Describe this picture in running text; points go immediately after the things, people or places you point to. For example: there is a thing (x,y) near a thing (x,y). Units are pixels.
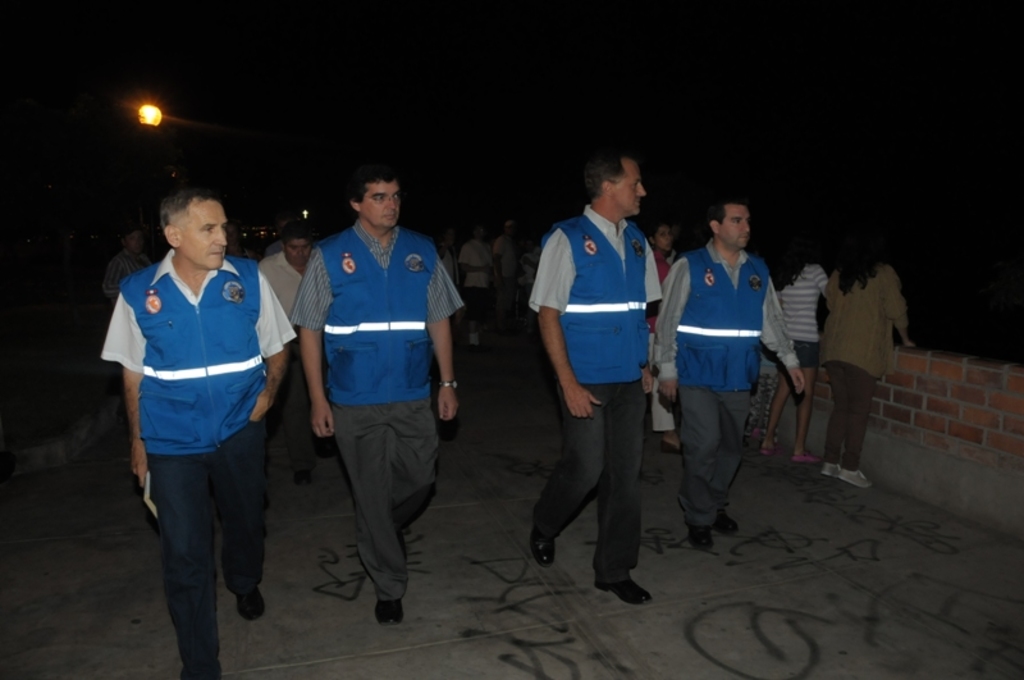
This is the picture of a place where we have some people (381,432) wearing same shirts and to the side there are two ladies (865,364) and a brick wall (950,431).
